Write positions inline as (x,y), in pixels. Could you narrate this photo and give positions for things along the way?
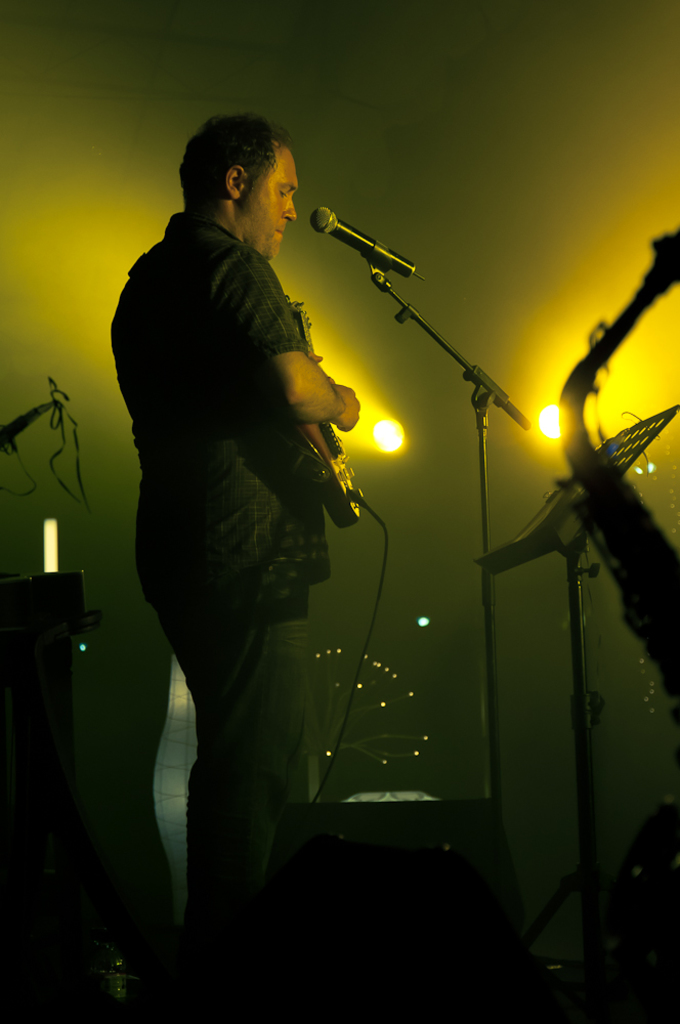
In this picture we can see a man (308,513) who is standing in front of mike (333,216). He is playing guitar (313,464). On the background (132,217) we can see a wall (103,320) and these are the lights (547,415).
